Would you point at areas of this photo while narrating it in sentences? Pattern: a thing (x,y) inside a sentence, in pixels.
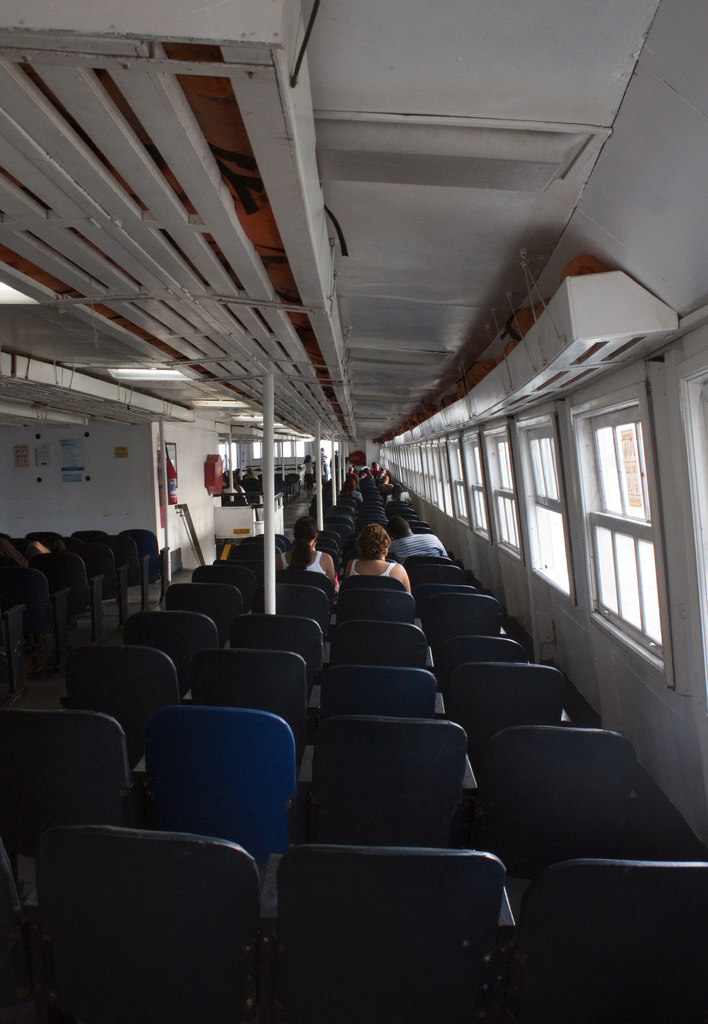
In this image I can see many chairs (399,746). There is a pole (163,485) in front (362,565) there are three person (391,565) sitting on the chair (360,587). There is emergency cylinder (173,483). On the wall (93,464) there are papers (66,455). On the right side (606,536) there is a windows (624,587).
